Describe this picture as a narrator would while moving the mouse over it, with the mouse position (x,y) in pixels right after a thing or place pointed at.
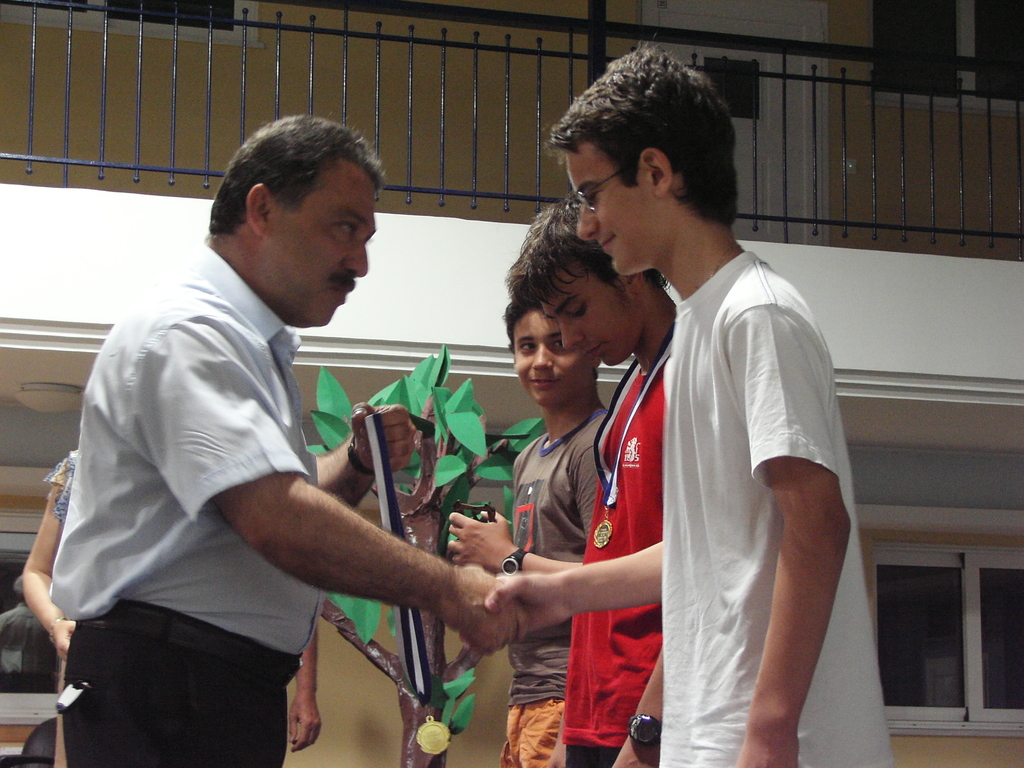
In this picture we can see few people (407,450), on the left side of the image (177,452) we can see a man (271,430), he is holding a medal (414,631), in the background (472,416) we can find few metal rods (538,147) and a tree sculpture (405,509).
